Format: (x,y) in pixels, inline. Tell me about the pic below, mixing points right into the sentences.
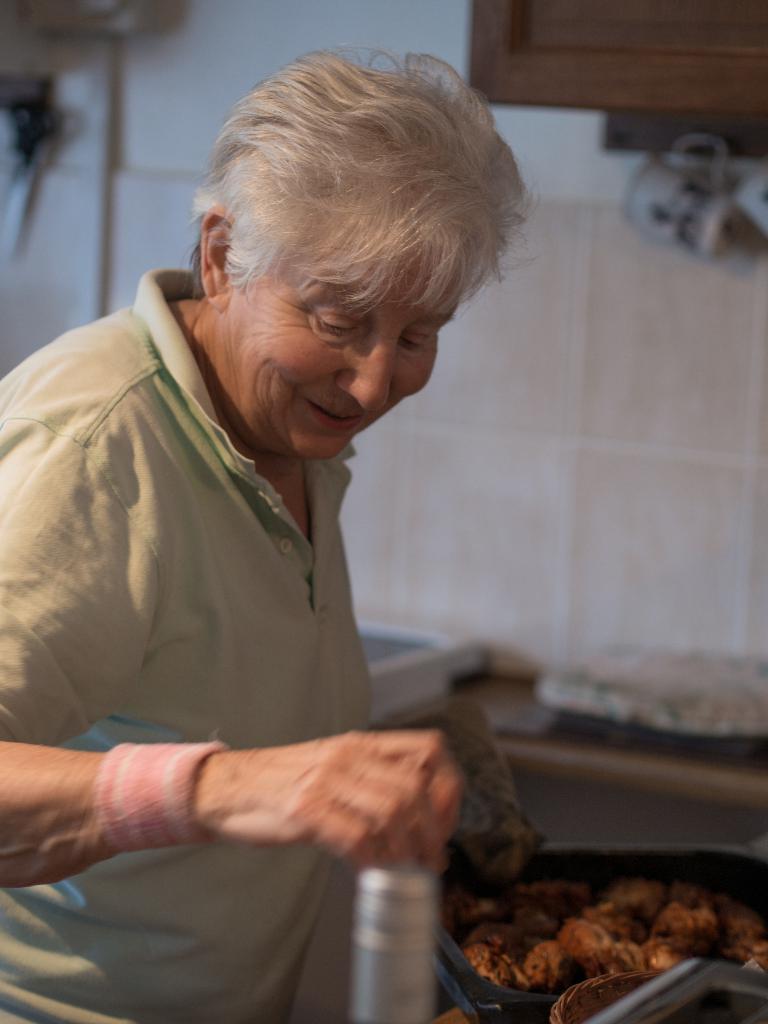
In the image there is a person (204,608) and in front of the person (424,823) there are some food items (552,898) and the person (341,773) is holding a bottle (387,928), the background of the person (426,355) is blur.
